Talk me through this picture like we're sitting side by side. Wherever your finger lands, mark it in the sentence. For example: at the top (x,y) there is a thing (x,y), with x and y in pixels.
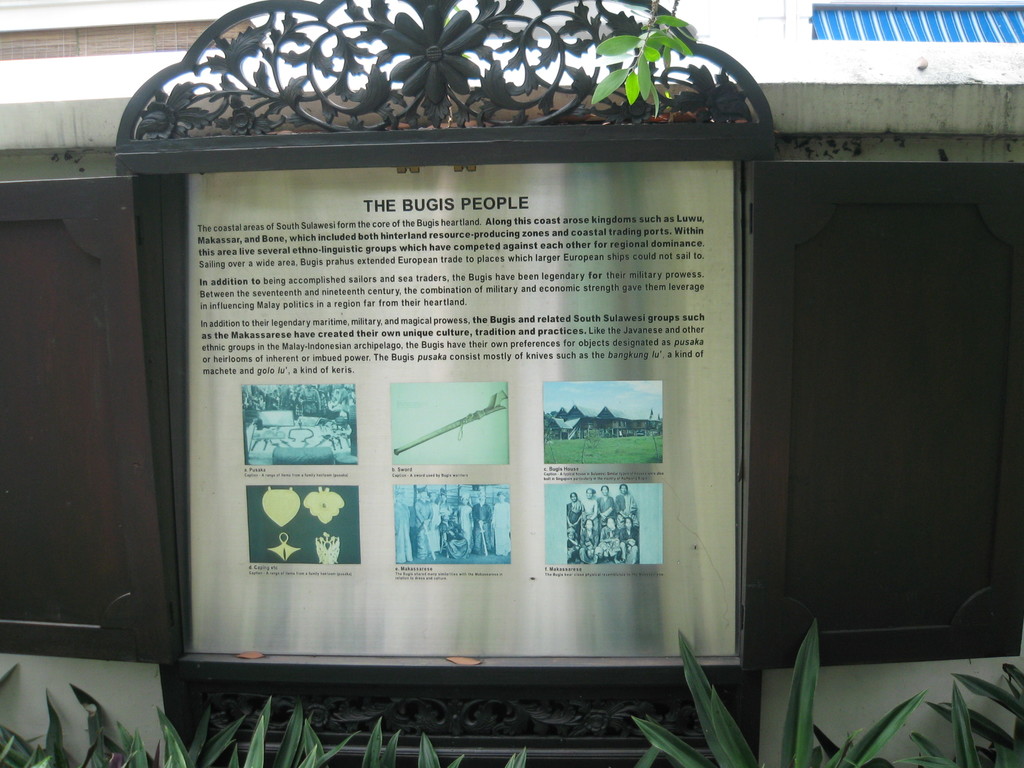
In the center of the image (519,398) we can see a board (301,494). At the bottom (104,739) there are plants (314,747). In the background (838,148) there is a wall (807,30) and we can see blinds (857,21).
